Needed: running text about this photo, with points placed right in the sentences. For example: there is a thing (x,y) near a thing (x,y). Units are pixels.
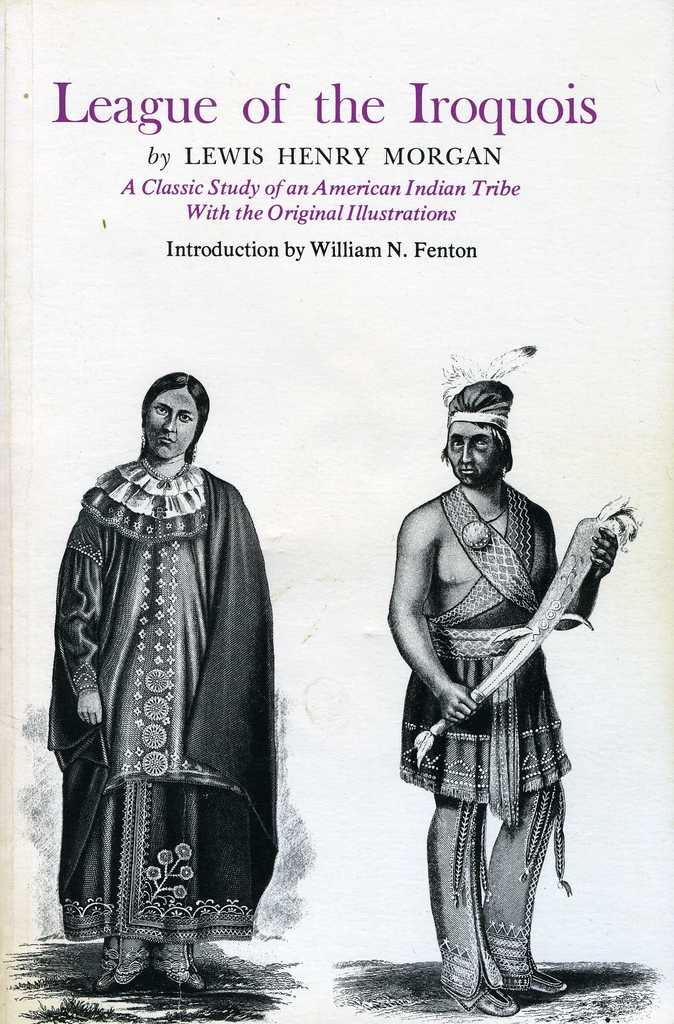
This is a cover page (405,552) of a book (397,680). In this image, we can see two persons (218,827). At the top of the image (325,206), we can see the text (297,247).
